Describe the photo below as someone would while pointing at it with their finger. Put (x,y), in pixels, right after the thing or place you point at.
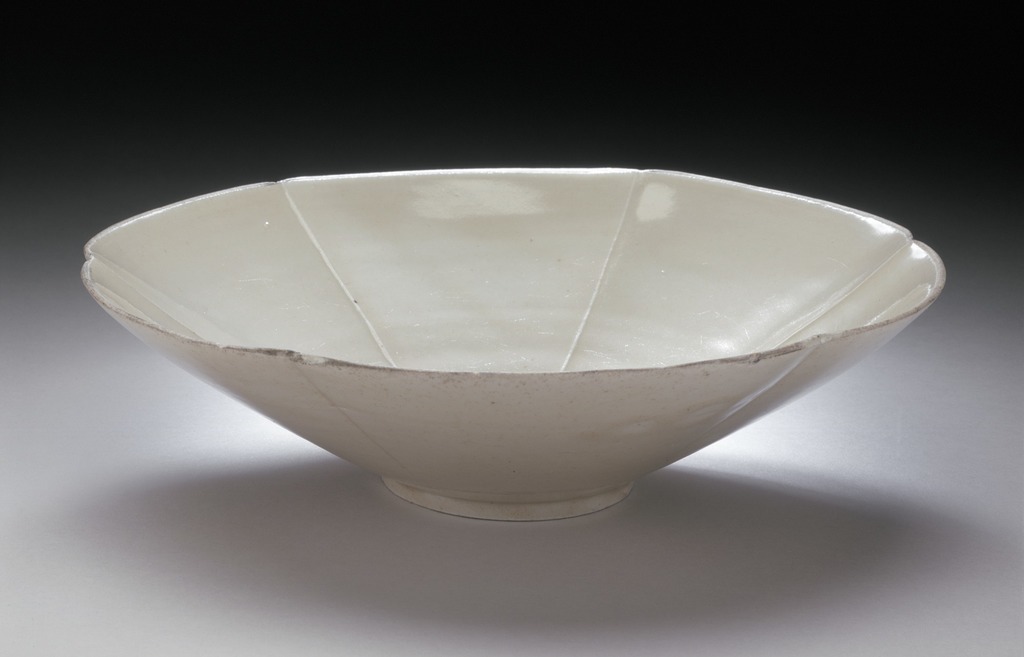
In this image we can see a bowl (461,443) which is white in color.
